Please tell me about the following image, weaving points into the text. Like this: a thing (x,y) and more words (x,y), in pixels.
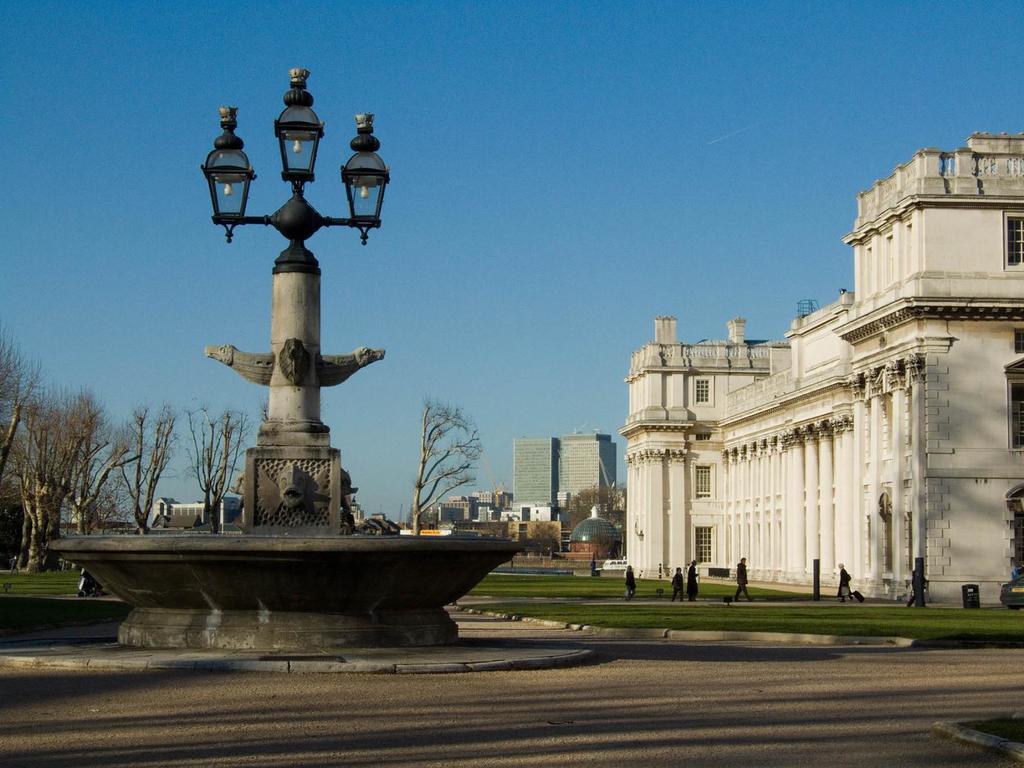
On the left side (320,522) there is a monument (355,551) with 3 different structures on it. At the back side (229,437) there are trees (232,449), on the right side (973,472) there is a monument (847,439) in white color. At the top (684,109) it is the blue color sky (677,150).
